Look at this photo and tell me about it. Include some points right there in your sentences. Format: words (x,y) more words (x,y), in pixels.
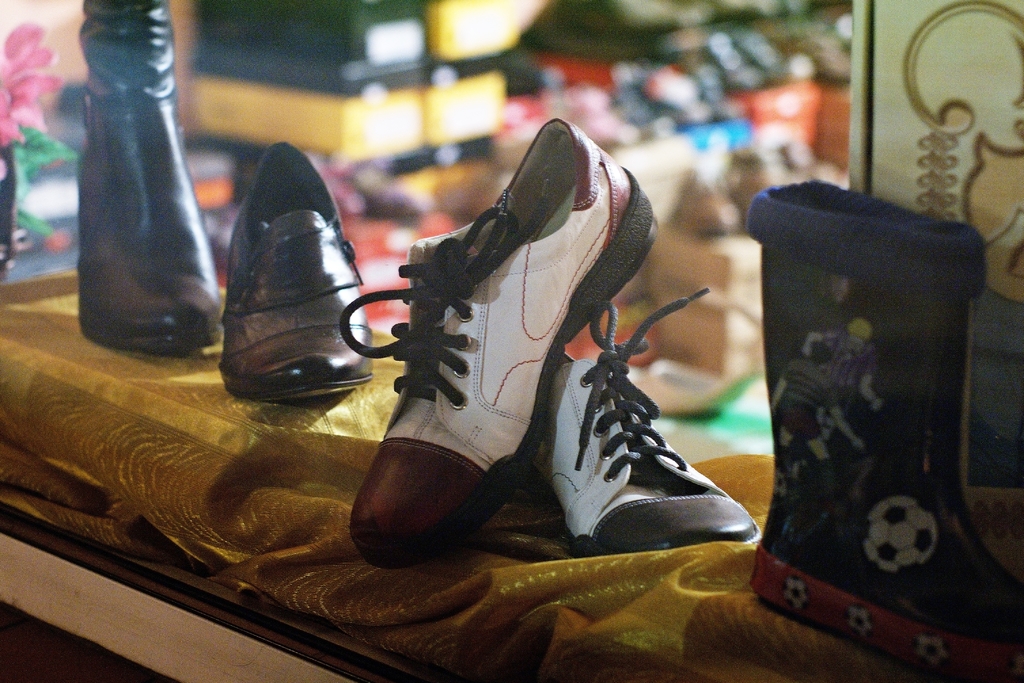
In this image we can see group of shoes (576,424) placed on a cloth (250,454). In the background (327,122), we can see some containers (431,112) and a flower (26,104).
